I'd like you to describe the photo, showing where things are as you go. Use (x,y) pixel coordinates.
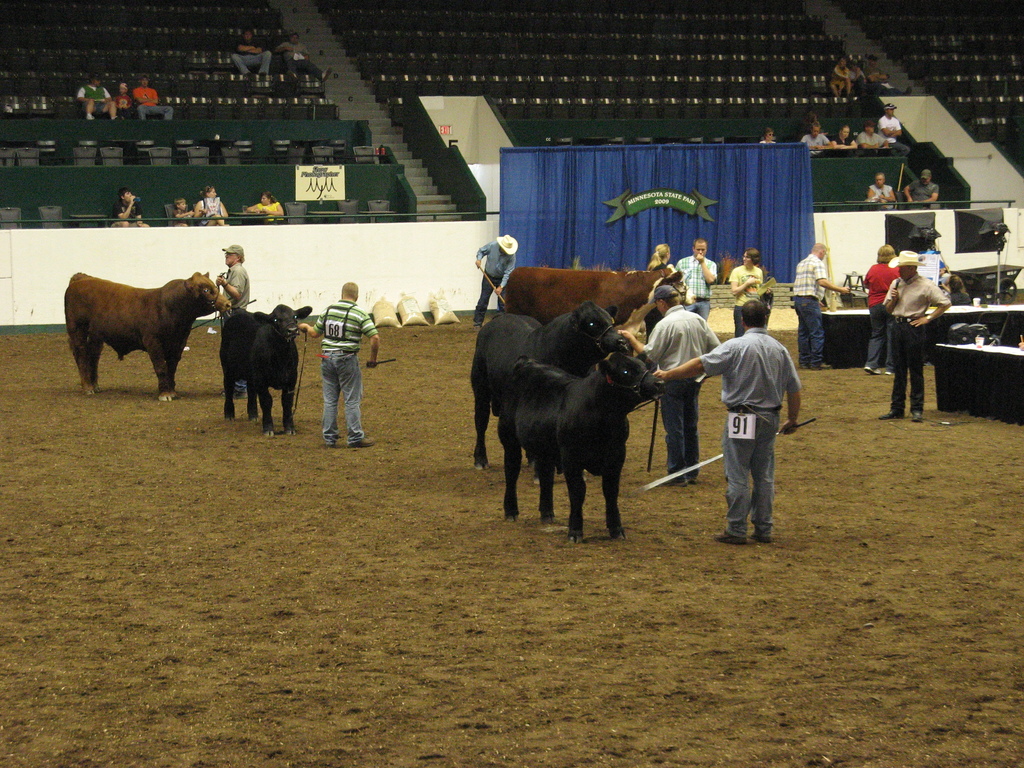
In the picture there is a ground (898,510), on the ground (898,510) there are many animals (515,303) present, near the animals (581,436) there are people (674,405) standing, there are curtains (792,194) and there are desks (944,332), there is a wall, near the wall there are plastic gunny bags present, there is a stadium (655,47), there are people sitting on the chair (707,90).
